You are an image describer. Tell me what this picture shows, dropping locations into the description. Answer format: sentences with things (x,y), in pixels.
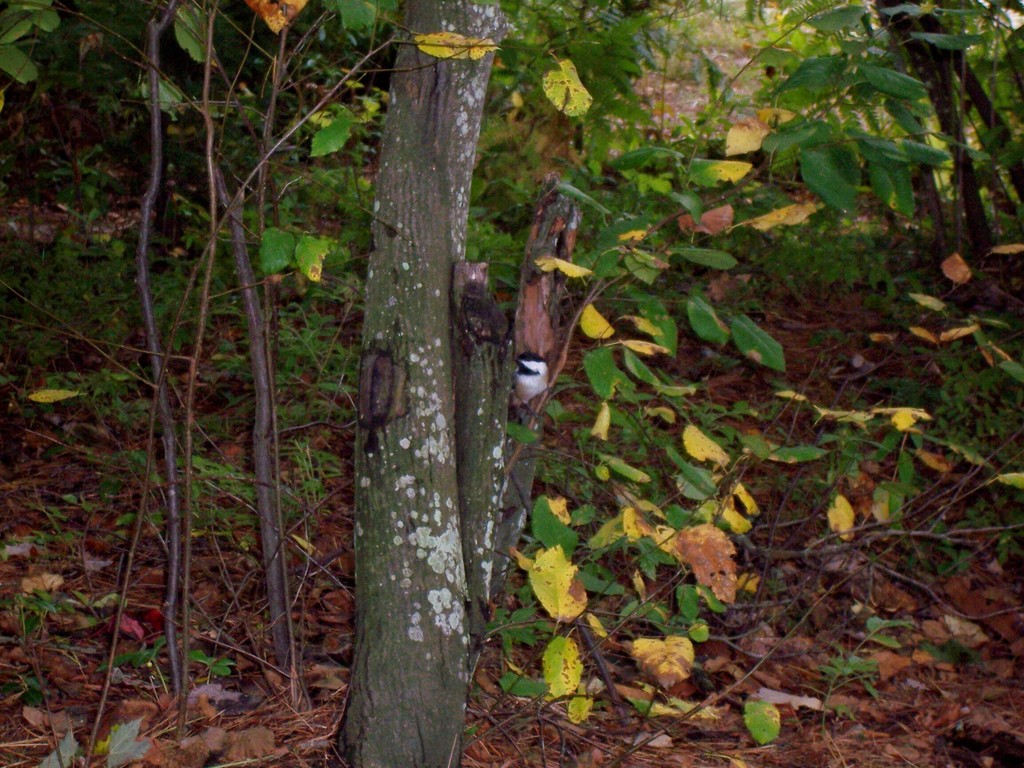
In this image we can see plants (335,374), tree trunk (458,72) and leaves (85,737) on the ground (336,655).
